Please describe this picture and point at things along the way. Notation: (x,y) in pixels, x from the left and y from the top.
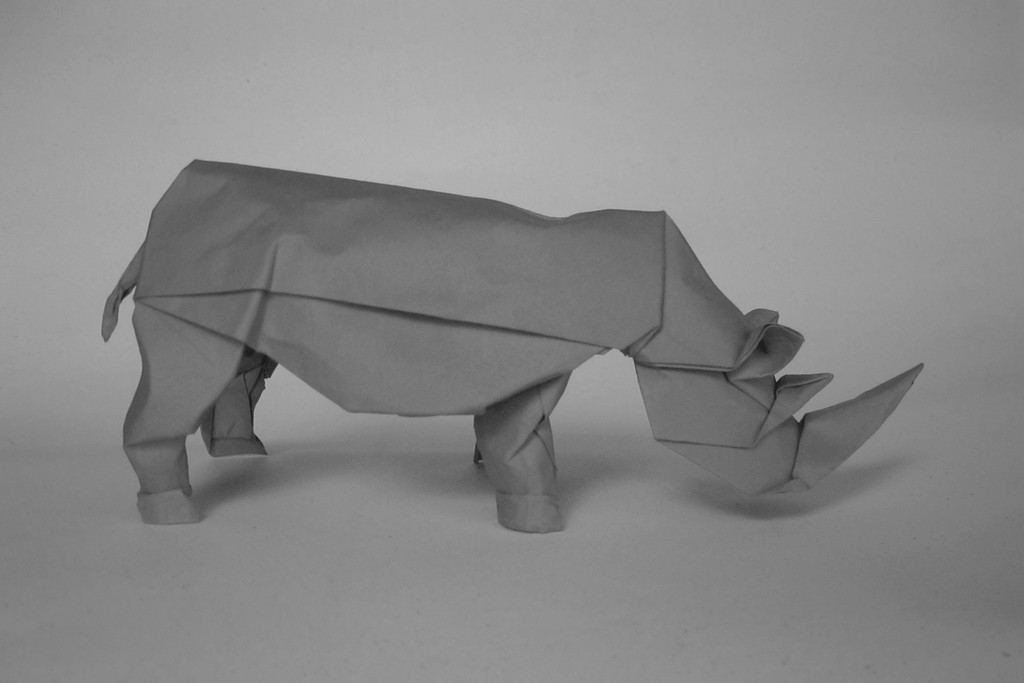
In this picture I can see an origami rhinoceros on an object (648,544).
